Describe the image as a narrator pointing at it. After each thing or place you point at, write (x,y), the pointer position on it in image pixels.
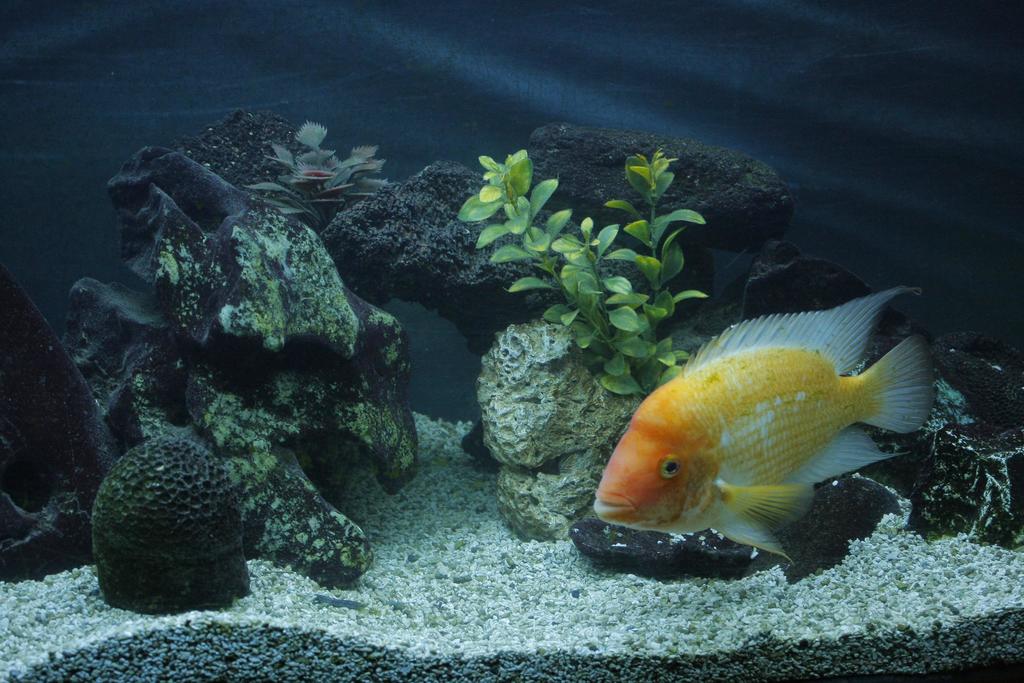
This picture is taken in an aquarium (424,443). At the bottom right (700,482), there is a fish (842,443) which is in orange and white in color. Behind it, there are stones (556,351) and plants (604,340).
